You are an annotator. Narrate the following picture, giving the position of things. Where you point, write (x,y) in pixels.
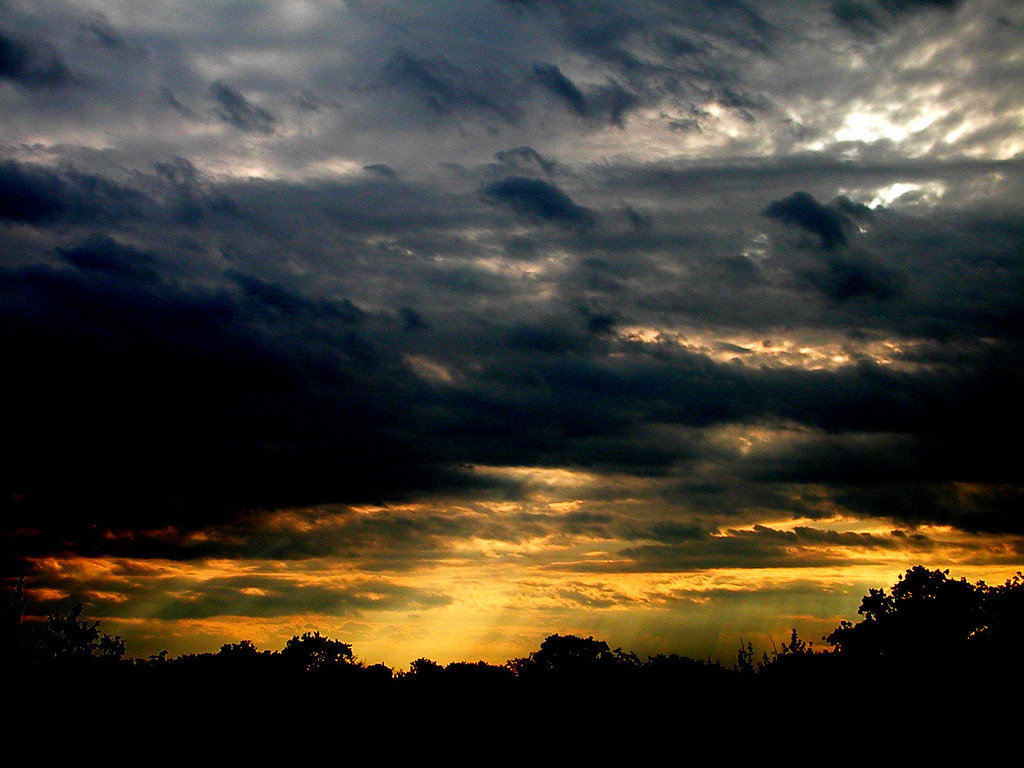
This is a dark image, we can see some trees (304,665) and there is a sky (1000,131).
